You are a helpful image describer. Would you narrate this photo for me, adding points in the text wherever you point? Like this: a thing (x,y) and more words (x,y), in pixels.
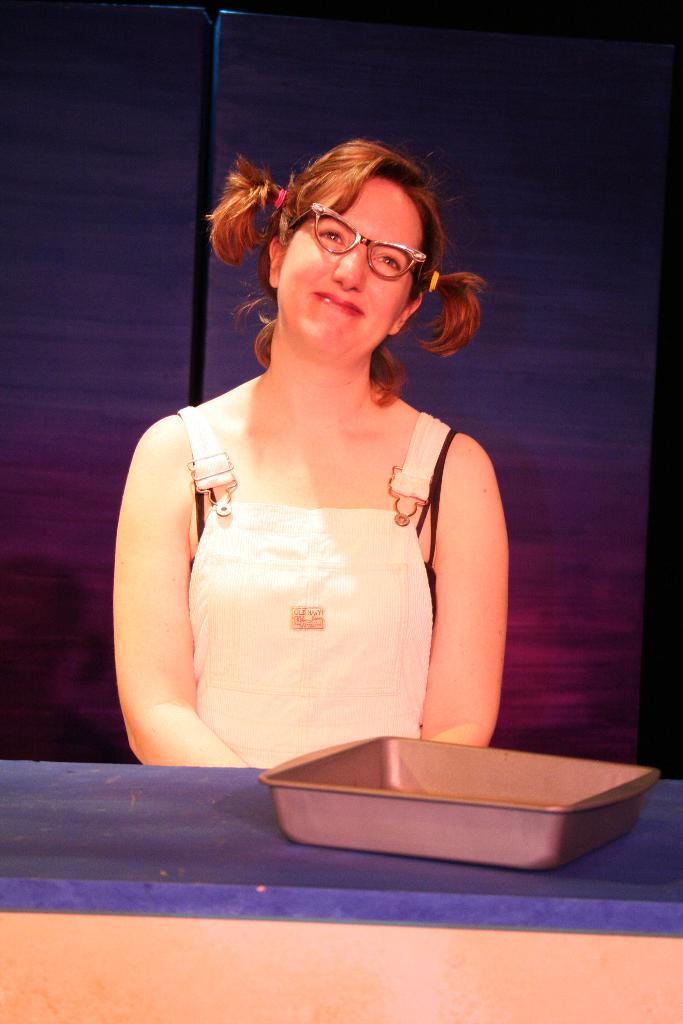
In this image we can see a woman (306,683) sitting, there is a table (361,863) in front of her and a tray (462,794) on the table (642,815) with a dark background (583,523).
